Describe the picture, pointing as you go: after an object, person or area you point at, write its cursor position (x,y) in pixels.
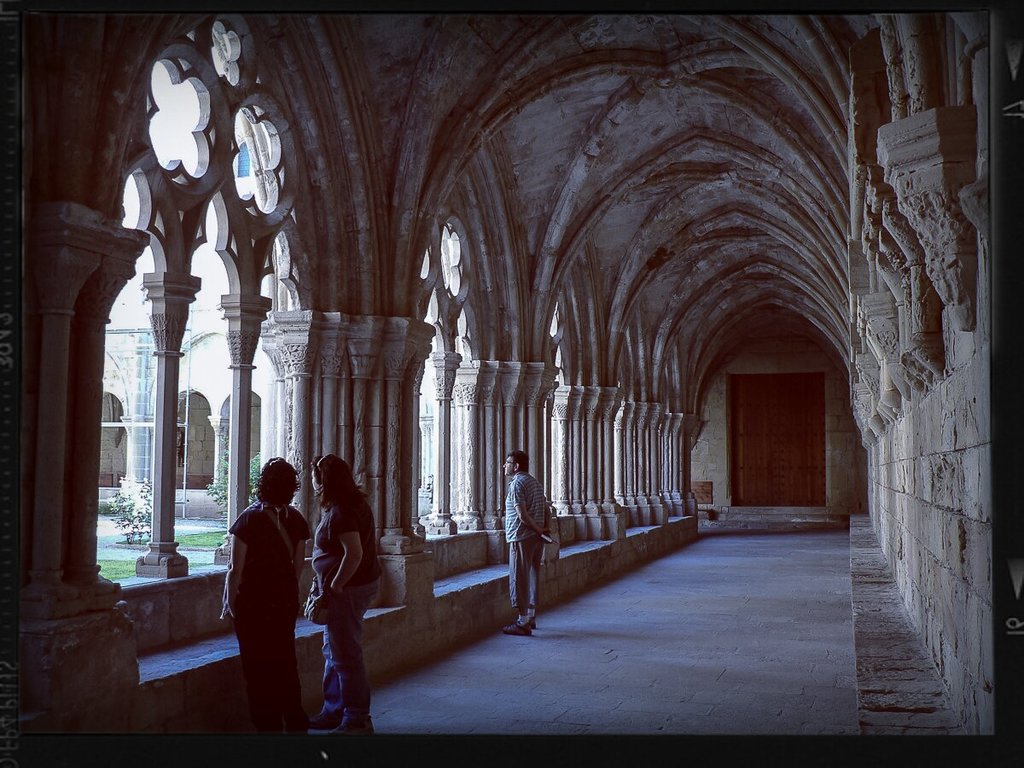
In this picture we can see few people (346,544) and buildings (338,421), in the background (182,501) we can see metal rods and plants (128,515).
